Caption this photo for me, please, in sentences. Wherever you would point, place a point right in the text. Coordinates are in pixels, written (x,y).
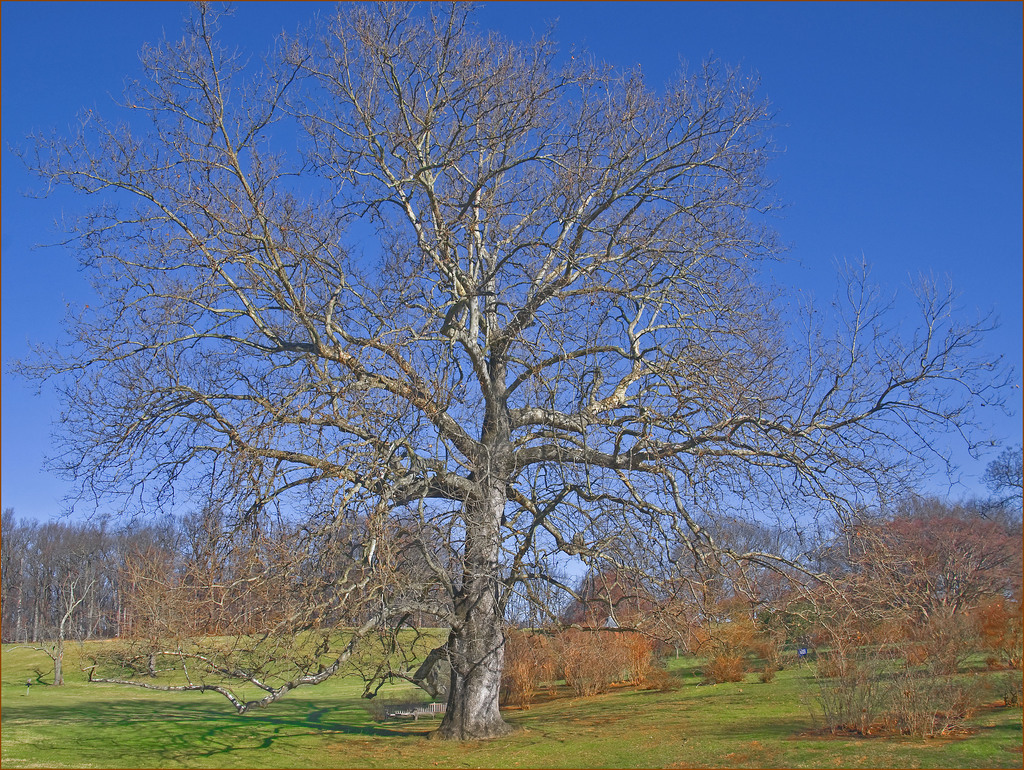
In this I can see the grass (337,735). In the background (848,125), I can see the trees (484,374) and the sky (906,117).
